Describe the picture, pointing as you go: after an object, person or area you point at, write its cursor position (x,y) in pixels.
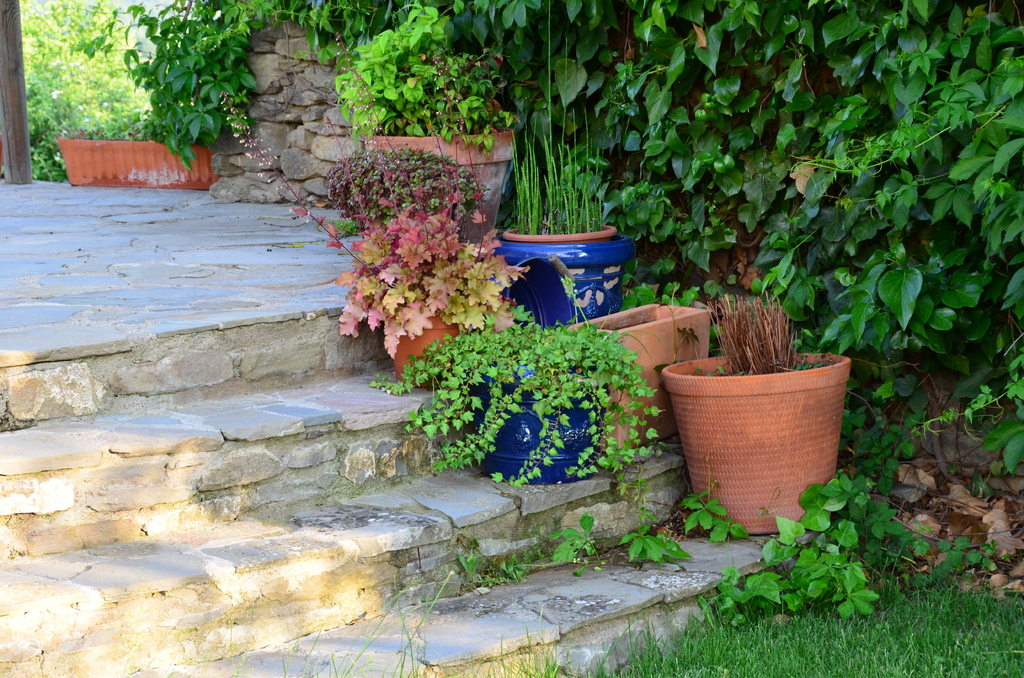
In the foreground of the picture (766,511) there are flower pots (611,390), plants (456,346), staircase (162,410) and grass (758,636). On the top (340,53) there are trees (76,50), wall (263,95) and plants (648,97).
